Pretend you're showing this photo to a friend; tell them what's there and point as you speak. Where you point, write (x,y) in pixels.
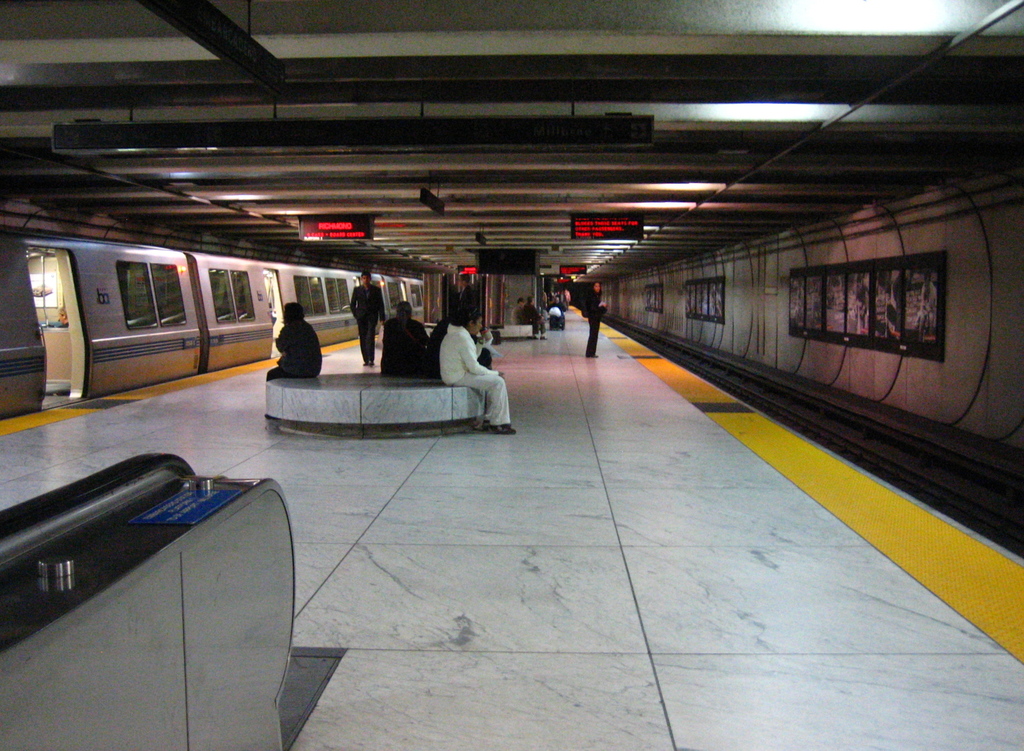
This picture describes about group of people (441,361), few are seated, few are standing and few are walking, beside to them we can see a train (64,332) on the tracks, and also we can see few sign boards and lights (739,117).
